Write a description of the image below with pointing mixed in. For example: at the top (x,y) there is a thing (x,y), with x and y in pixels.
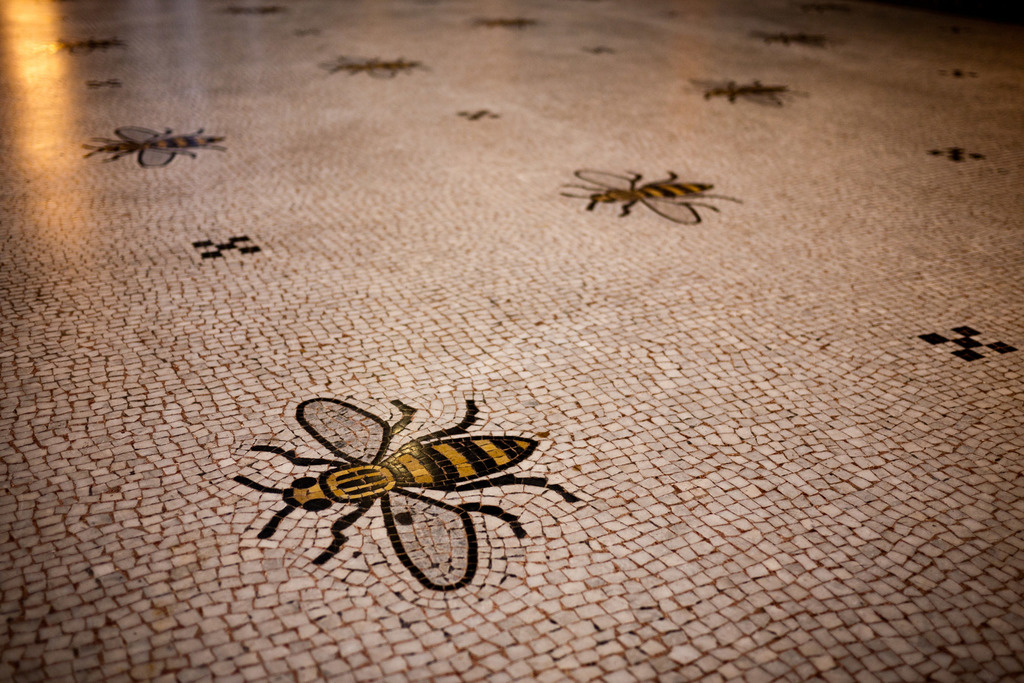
In this image there are images of insects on the floor (417,212).
